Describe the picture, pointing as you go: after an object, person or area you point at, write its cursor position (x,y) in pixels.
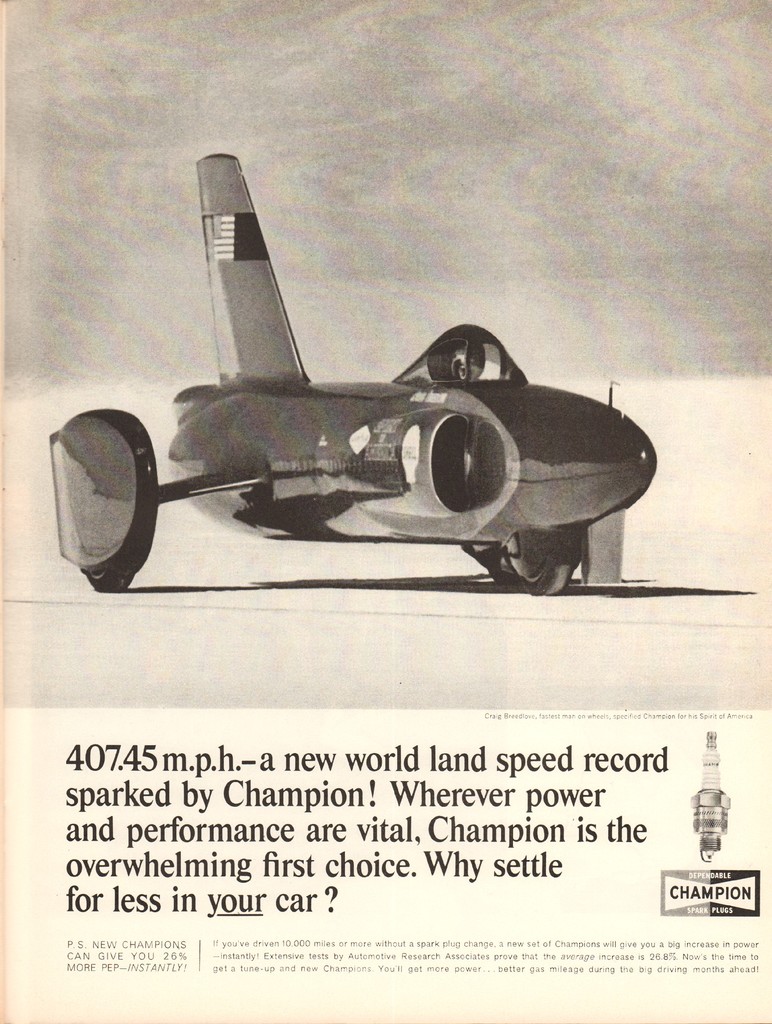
It is a page and there is an image (369,471) of a car (320,472) and below the image (231,587) some information (326,811) is mentioned.
